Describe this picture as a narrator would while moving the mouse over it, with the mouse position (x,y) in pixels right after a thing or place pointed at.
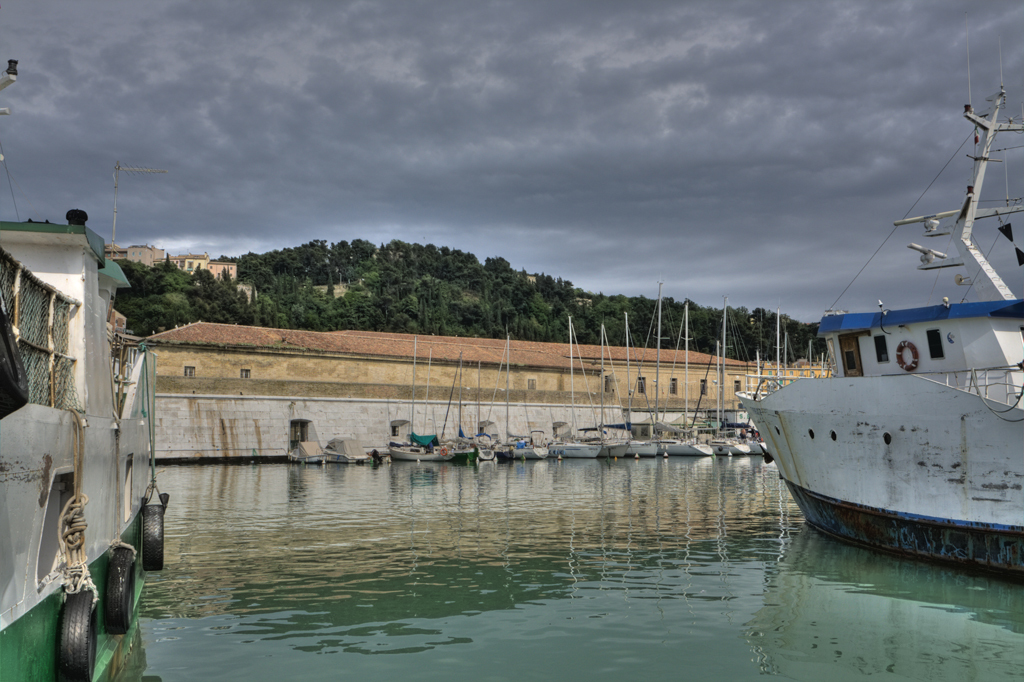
In the picture I can see many boats (870,492) are floating on the water (770,599). In the background (304,349), I can see the houses (534,355), the wall (425,411), trees (360,316) and the cloudy sky (408,202).
